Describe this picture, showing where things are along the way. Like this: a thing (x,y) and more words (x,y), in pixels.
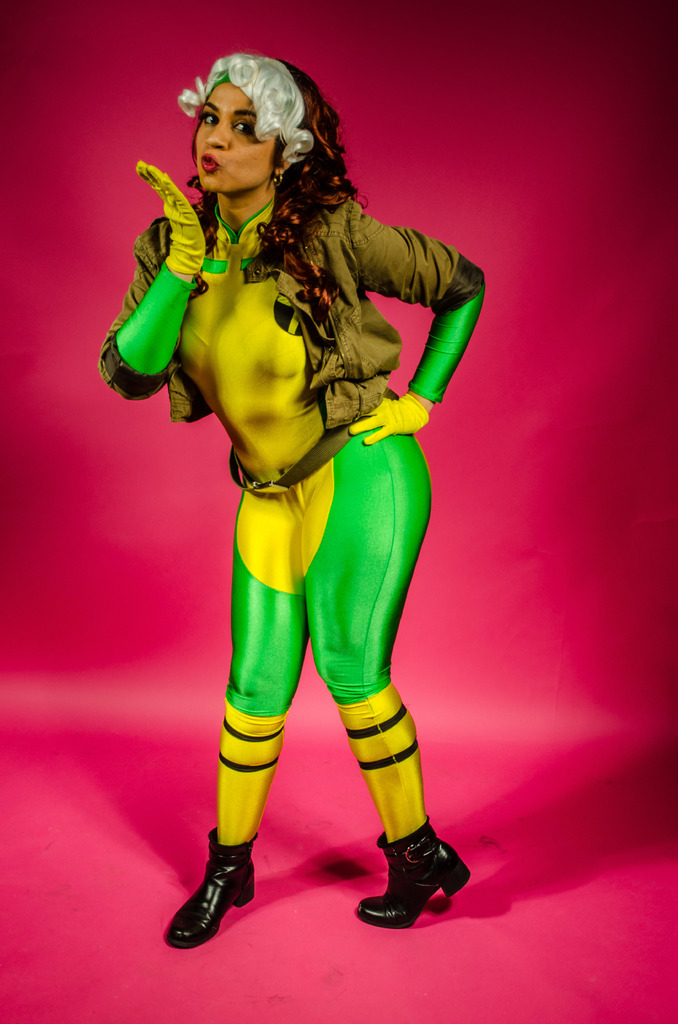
In this image we can see a lady (245,336), and the background (16,520) is pink in color.
